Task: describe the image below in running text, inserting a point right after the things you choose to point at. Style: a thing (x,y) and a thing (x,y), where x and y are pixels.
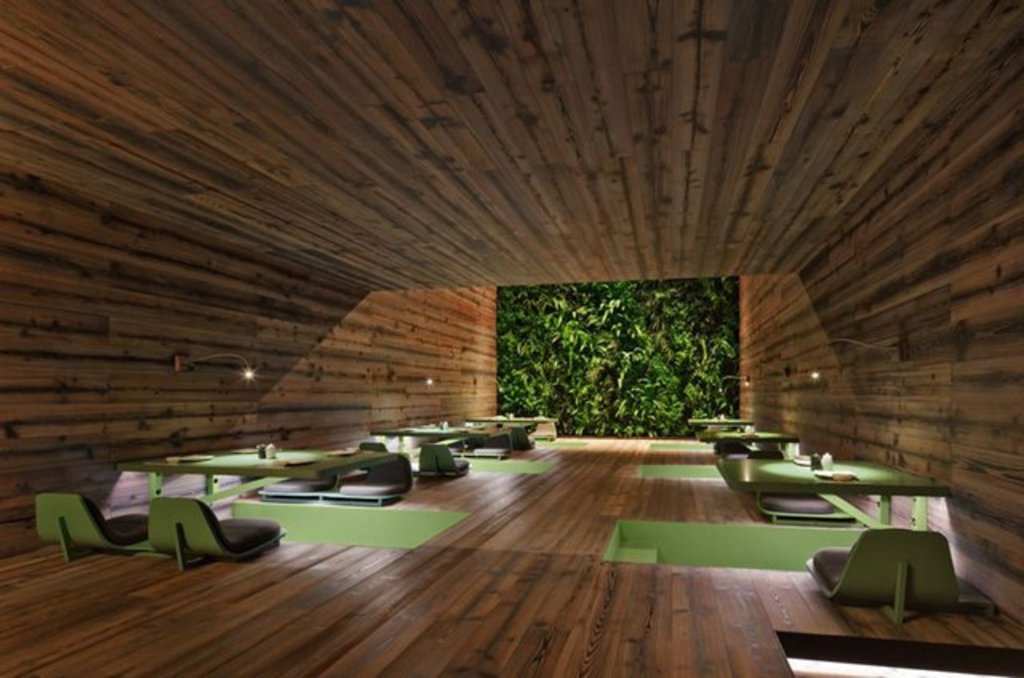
In this image we can see tables (278,467) and chairs (218,546). At the top (267,87) there is roof (737,186). On the left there are lights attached to the wall (306,356). In the center (564,420) we can see a wall of plants (630,364).
